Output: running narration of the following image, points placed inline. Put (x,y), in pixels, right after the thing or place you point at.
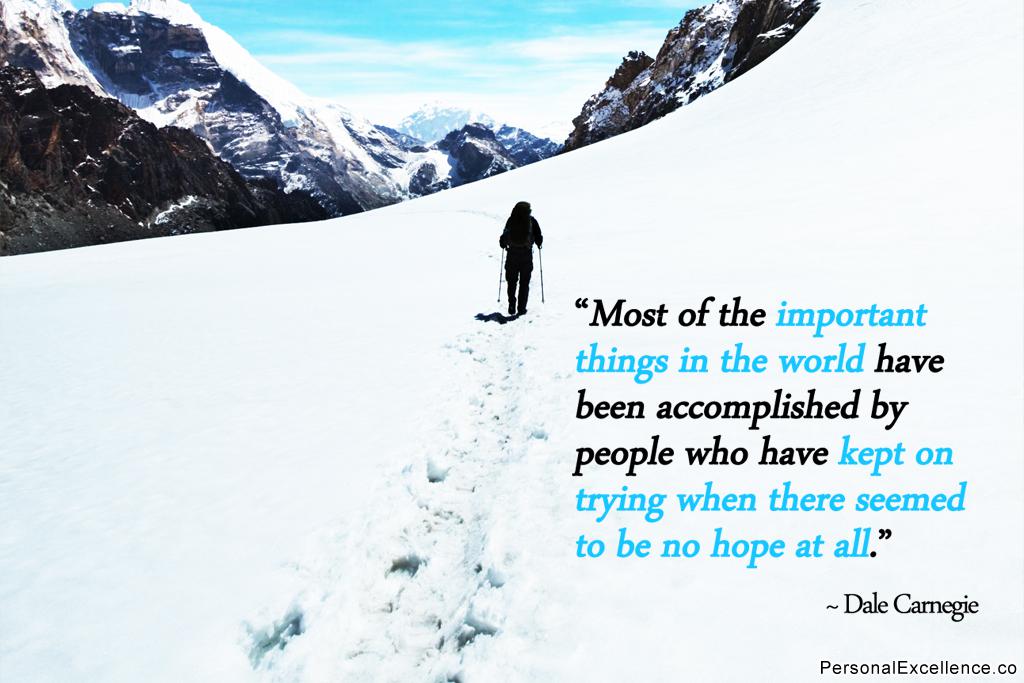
In this image, we can see a person (529,259) holding some objects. We can see the ground (402,313) with snow (731,165). There are a few hills (307,102). We can see the sky (488,97) with clouds (528,69). We can also see some text (897,510) on the right (860,595).
